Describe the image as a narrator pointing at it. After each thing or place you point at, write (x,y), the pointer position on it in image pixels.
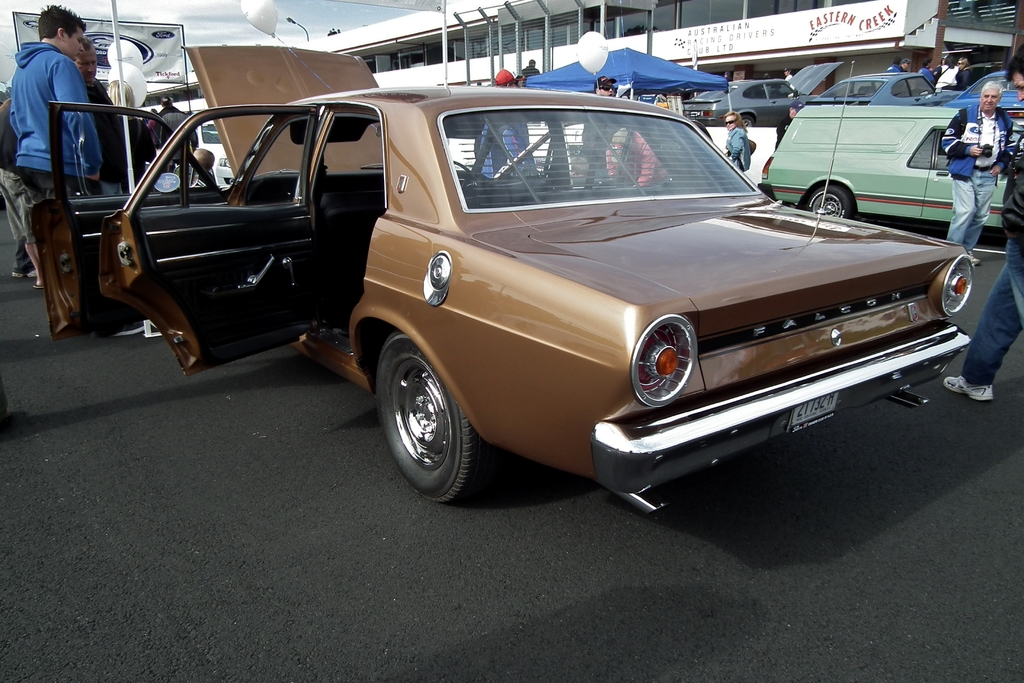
There are people (1018,318) and we can see vehicles (427,221) on the road (368,411). In the background (724,4) we can see building (823,6), balloons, tent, light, banner (168,36) and sky (290,28).
